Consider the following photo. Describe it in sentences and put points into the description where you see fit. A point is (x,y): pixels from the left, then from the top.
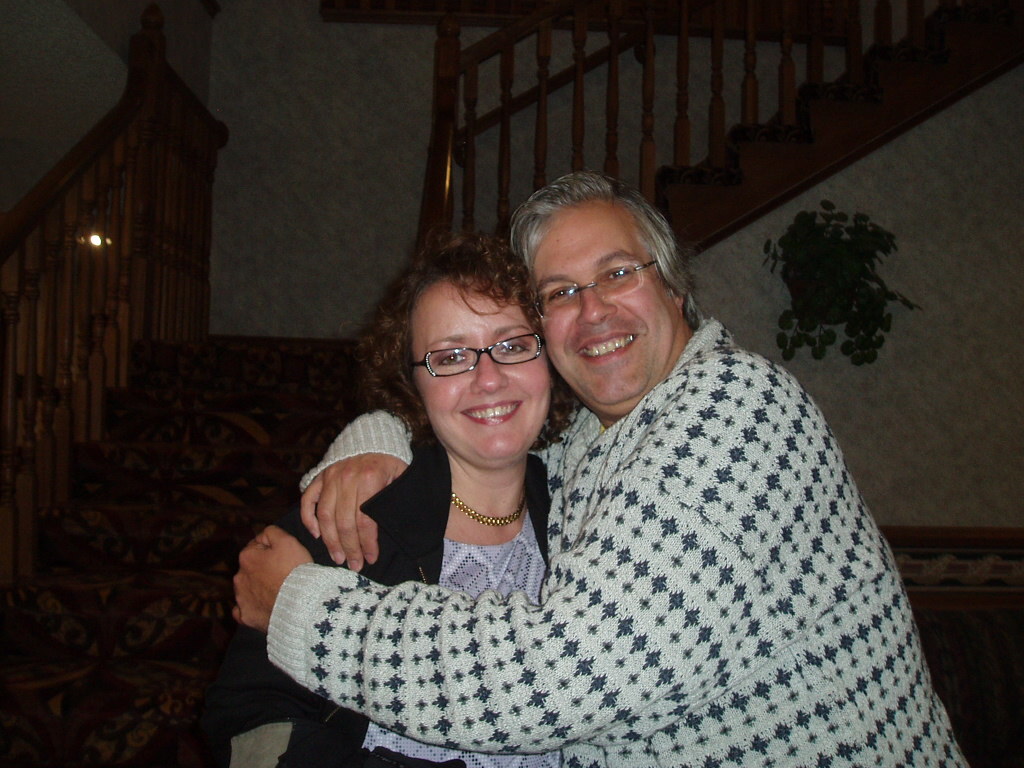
This picture is clicked inside the room (710,305). In this picture, we see the man (719,462) and the women (434,578) are smiling. Both of them are wearing the spectacles (622,290) and they are posing for the photo. Behind them, we see the staircase (226,415) and the stair railing (134,344). In the background (763,249), we see a white wall (360,193). This picture might be clicked in the dark.
